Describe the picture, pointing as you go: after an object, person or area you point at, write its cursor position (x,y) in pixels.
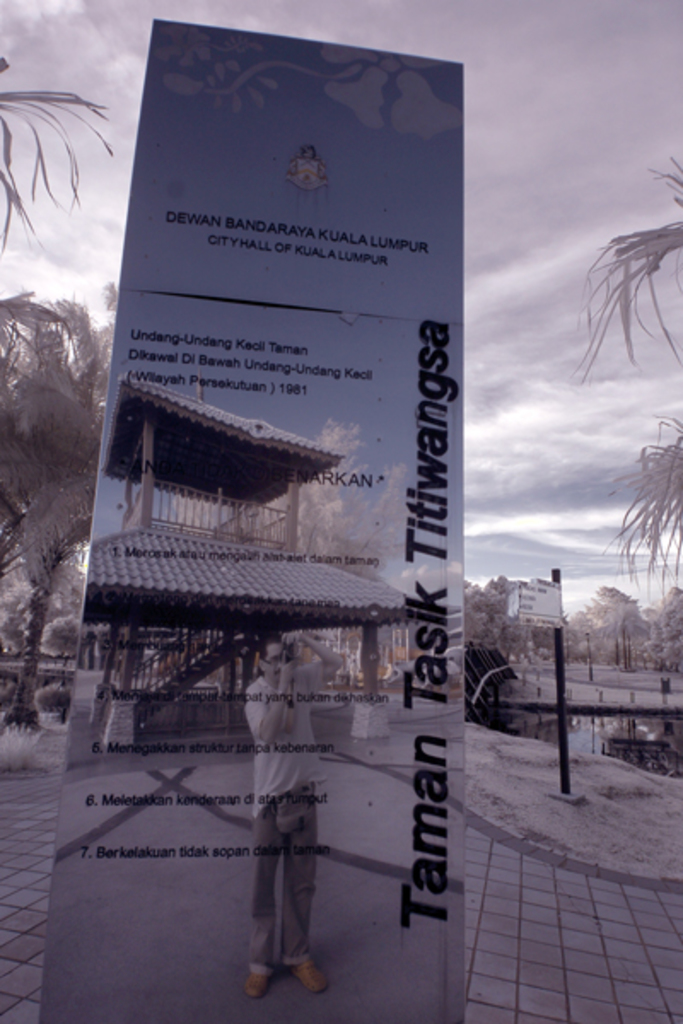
In this picture, we can see a poster (320,699) with some text (354,558) and some images (271,633) on it, we can see the ground (541,840), trees (14,434), water (643,738), poles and the sky (573,298) with clouds (576,279).
